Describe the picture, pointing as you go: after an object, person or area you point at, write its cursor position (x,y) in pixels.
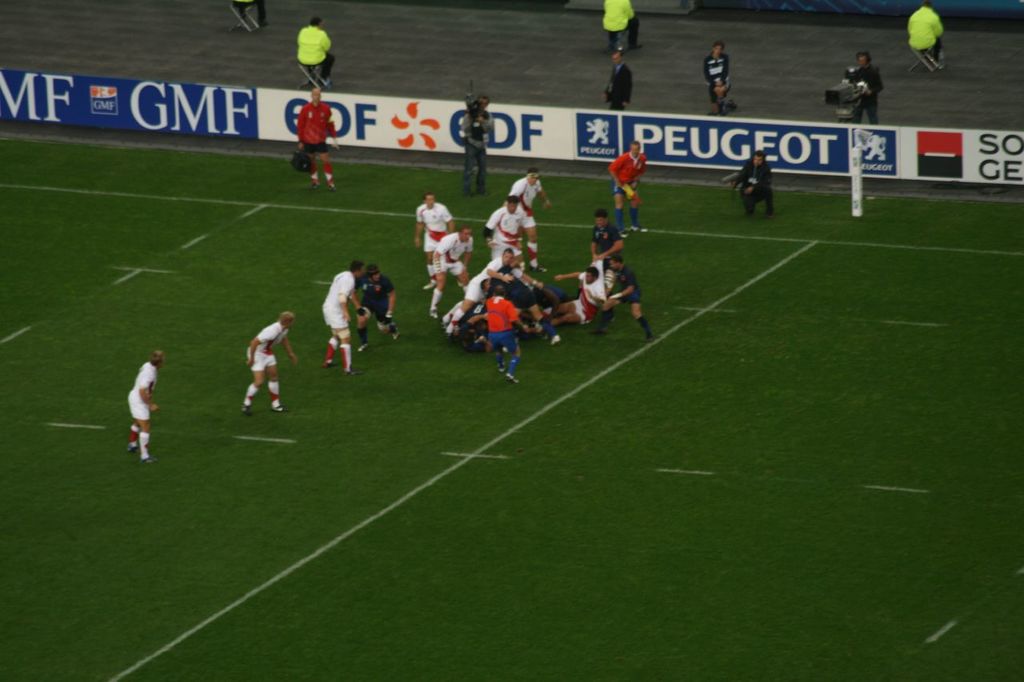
In this image there are players (452,266) playing game on a ground (744,255) and few (471,172) are standing, in the background (898,139) there is a banner (916,141) on that banner (898,139) there is text (52,113) and logos (878,157), behind the banner (349,103) there are few people (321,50) standing and few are sitting on chairs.
